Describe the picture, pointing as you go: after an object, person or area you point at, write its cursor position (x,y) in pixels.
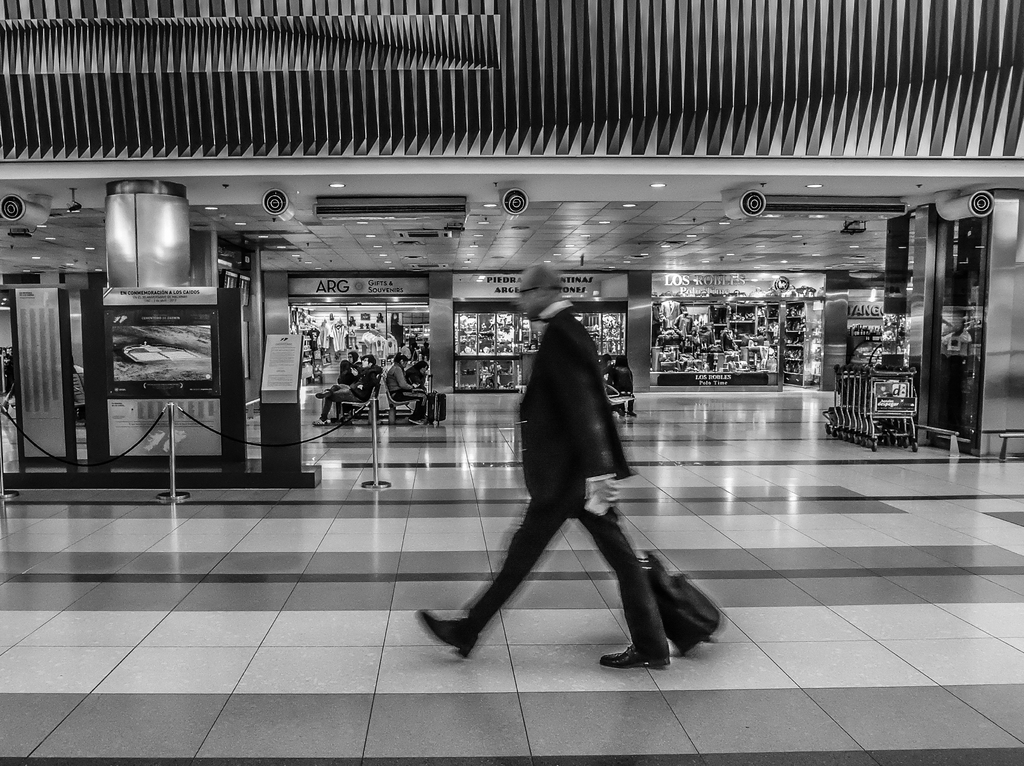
In this image we can see a black and white image. In this image we can see a person (566,515), bag (708,616) and other objects (29,329). In the background of the image (346,371) there are some persons (357,369), name boards (473,290), ceiling (761,237), lights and other objects (483,355). At the top of the image (369,149) there is the wall (512,65). At the bottom of the image (628,714) there is the floor (479,728).
